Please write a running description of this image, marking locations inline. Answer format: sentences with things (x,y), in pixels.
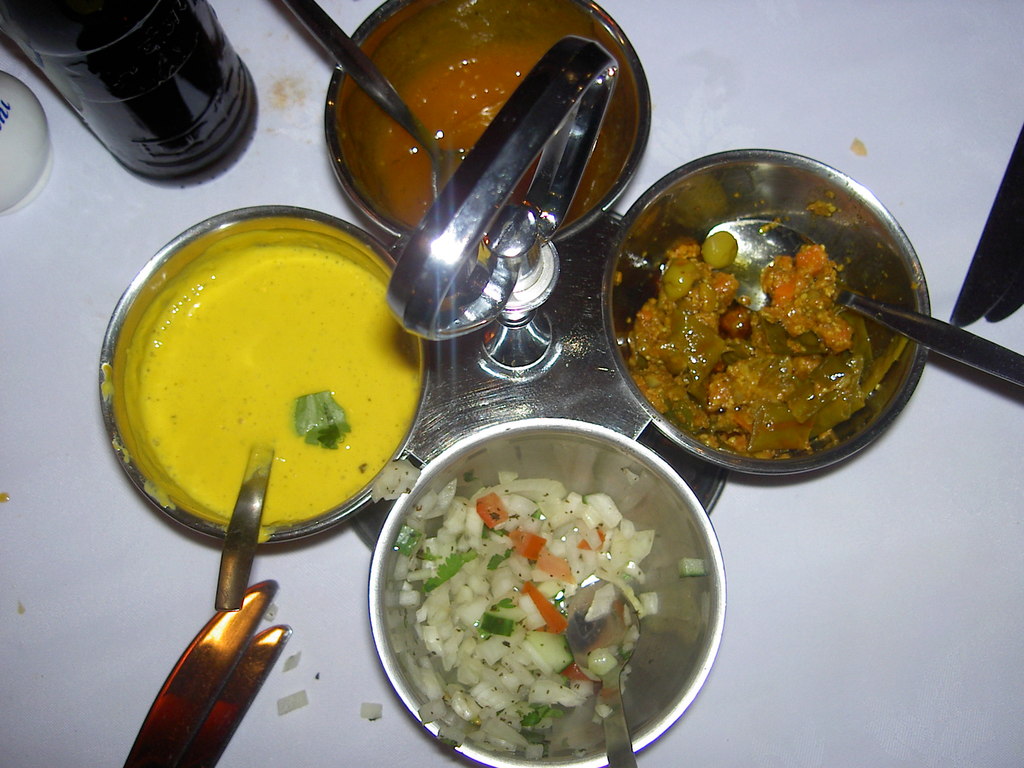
In this image I see utensils (627,221) in which there are food items (401,347) and I see few things (60,41) over here and I see the white surface (892,109).
